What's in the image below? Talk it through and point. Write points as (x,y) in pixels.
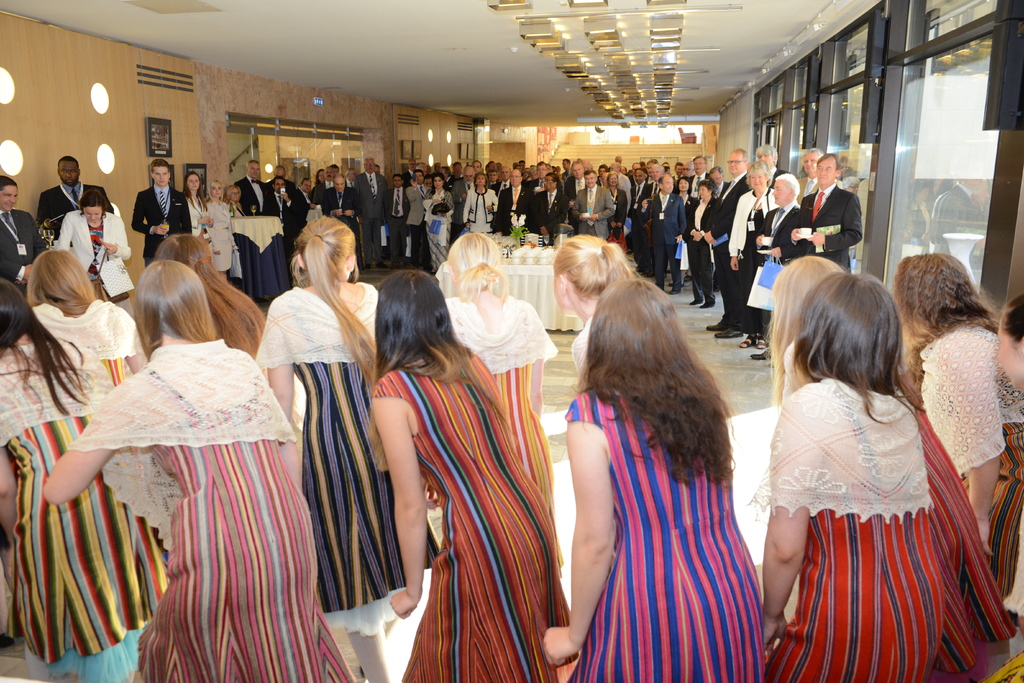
This picture is clicked inside. In the foreground (141,549) we can see the group of woman (177,384) standing on the ground (688,321). In the center (542,277) there is a table (538,277) on the top of which some items (559,232) are placed. In the background (823,241) we can see the group of people (326,177) holding some objects (716,243) and standing. At the top (490,67) there is a roof (503,65) and we can see the doors (942,95) and some other objects (969,134).
